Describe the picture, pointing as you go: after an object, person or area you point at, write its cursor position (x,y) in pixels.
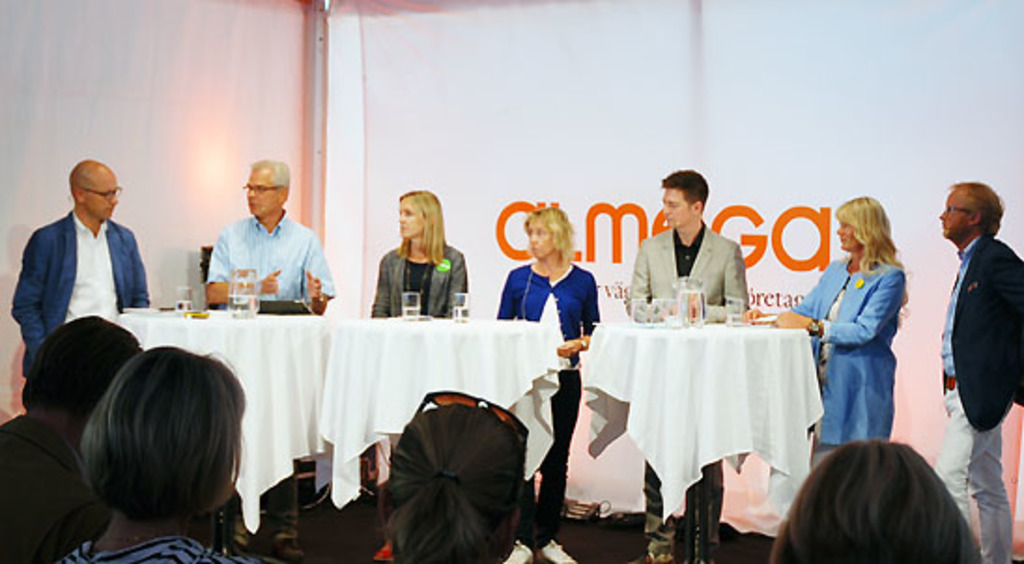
In this Image I see number of people (969,556) in which most of them are standing and there are tables (204,350) in front of them on which there are glasses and a jar (244,285).
